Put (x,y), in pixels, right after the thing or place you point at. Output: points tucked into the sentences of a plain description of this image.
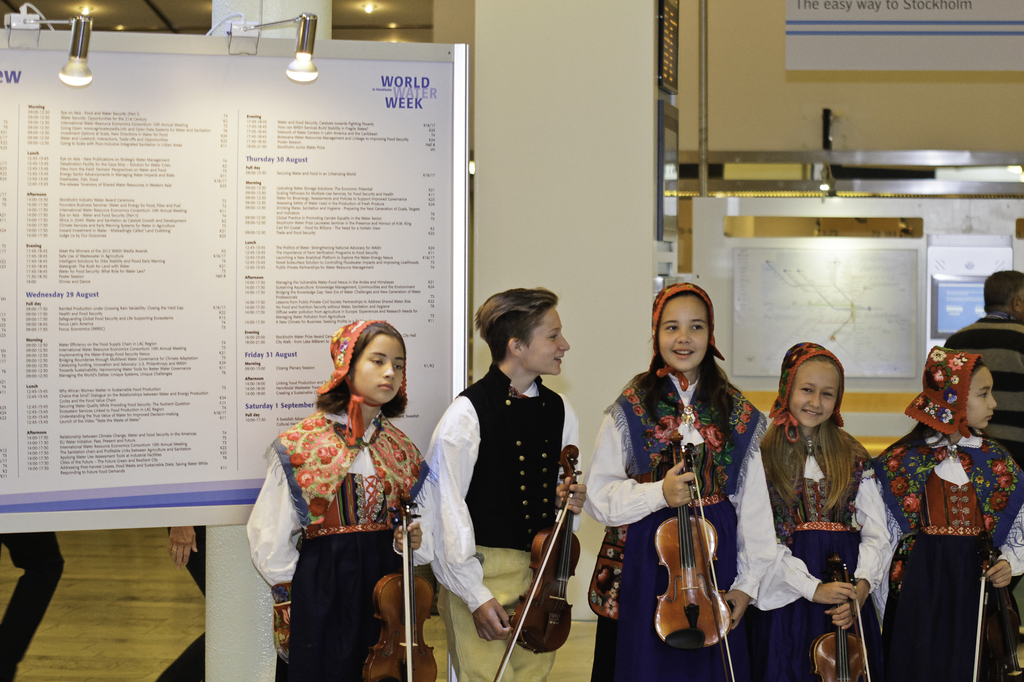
There are five children (525,399) standing. On the right side (890,479) three girls (885,479) are standing holding violins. They are wearing scarves (928,392). Next to them a boy (550,425) is standing and holding a violin (549,543). In the back (534,176) there is a notice board (265,261) with lights (292,63), pillars (525,152), banners (848,3), wall (863,108) and pipes (705,134).
